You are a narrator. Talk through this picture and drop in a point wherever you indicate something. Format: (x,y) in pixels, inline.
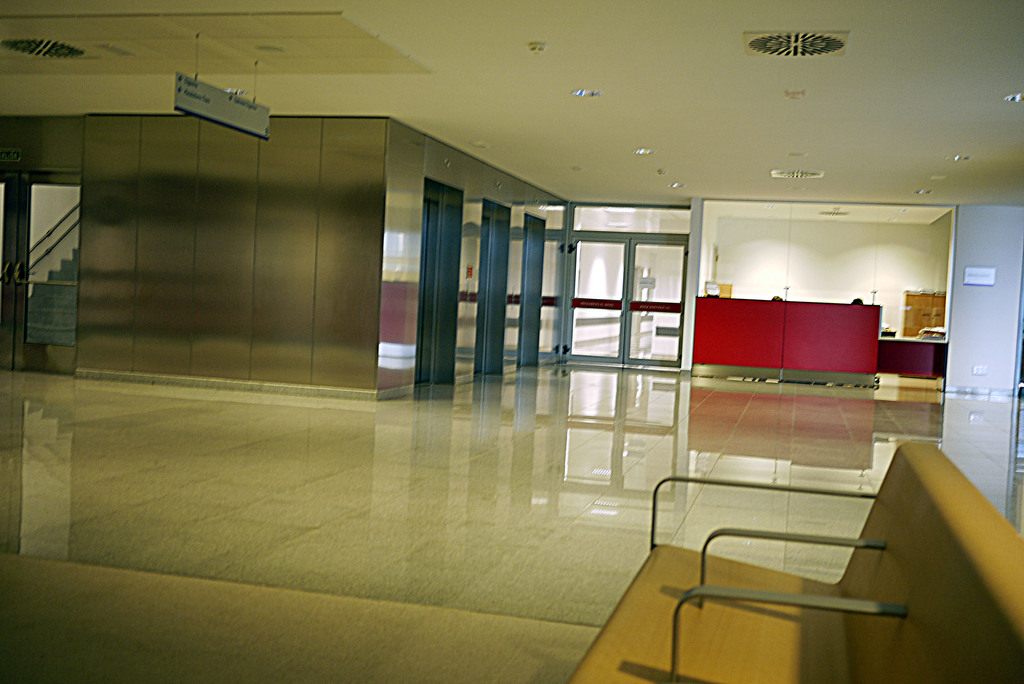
In the picture we can see an office (953,382) with tile floor (479,496) and near to it, we can see some lifts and besides, we can see a desk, which is red in color and some chairs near the wall (85,310), and to the ceiling (491,126) we can see some lights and some board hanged to the ceiling (556,127).
